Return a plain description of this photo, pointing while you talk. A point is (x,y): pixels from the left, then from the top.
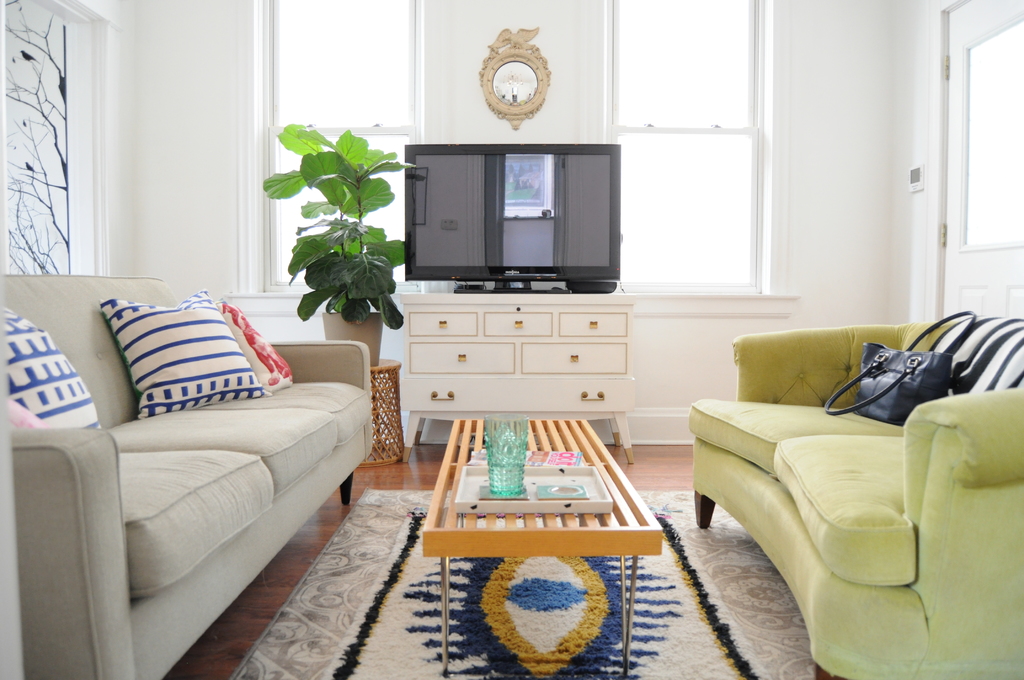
In this picture we can see the inside view of a room (545,413). This is the TV (569,205) and there is a cupboard (423,370). These are two sofas (846,551) in the room (888,618) and there is a bag (914,367) on the sofa (856,367). These are the pillows (197,362) and we can see the wall (175,96) and these are the windows (705,63). And there is a plant (329,266) and even we can see the table (443,567) here. And there is a tray (525,507) on the table (517,536). And this is the mirror (501,80).
